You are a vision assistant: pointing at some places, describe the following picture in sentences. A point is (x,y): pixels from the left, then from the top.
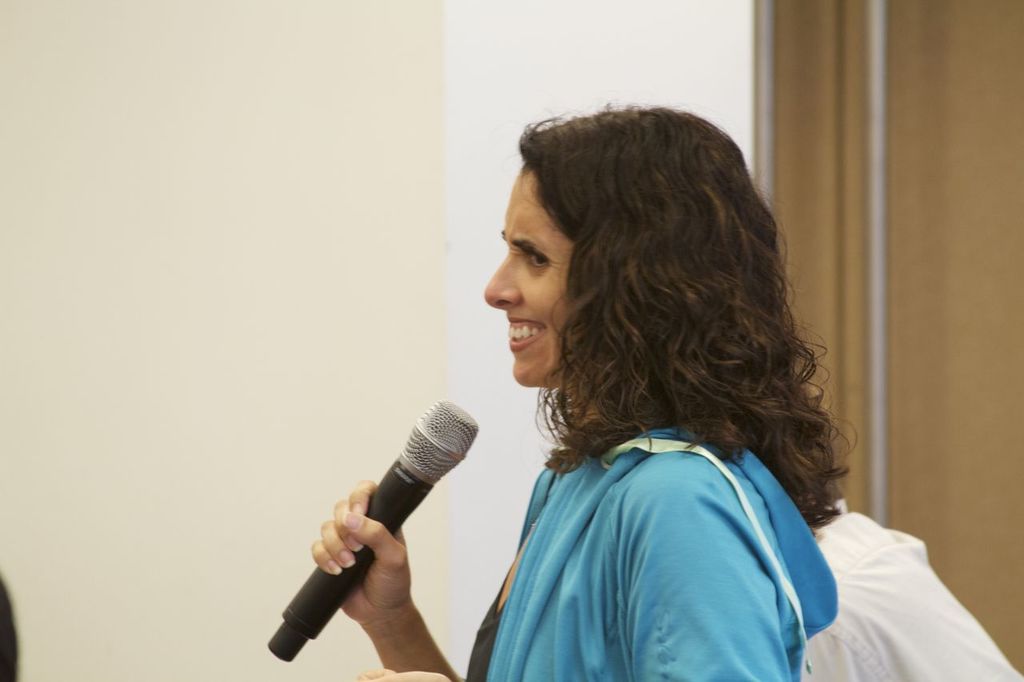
This picture shows a woman (573,509) holding a mic (275,649) in her hand (369,533) and smiling. In a background (173,259) there is a wall (189,282) here.
